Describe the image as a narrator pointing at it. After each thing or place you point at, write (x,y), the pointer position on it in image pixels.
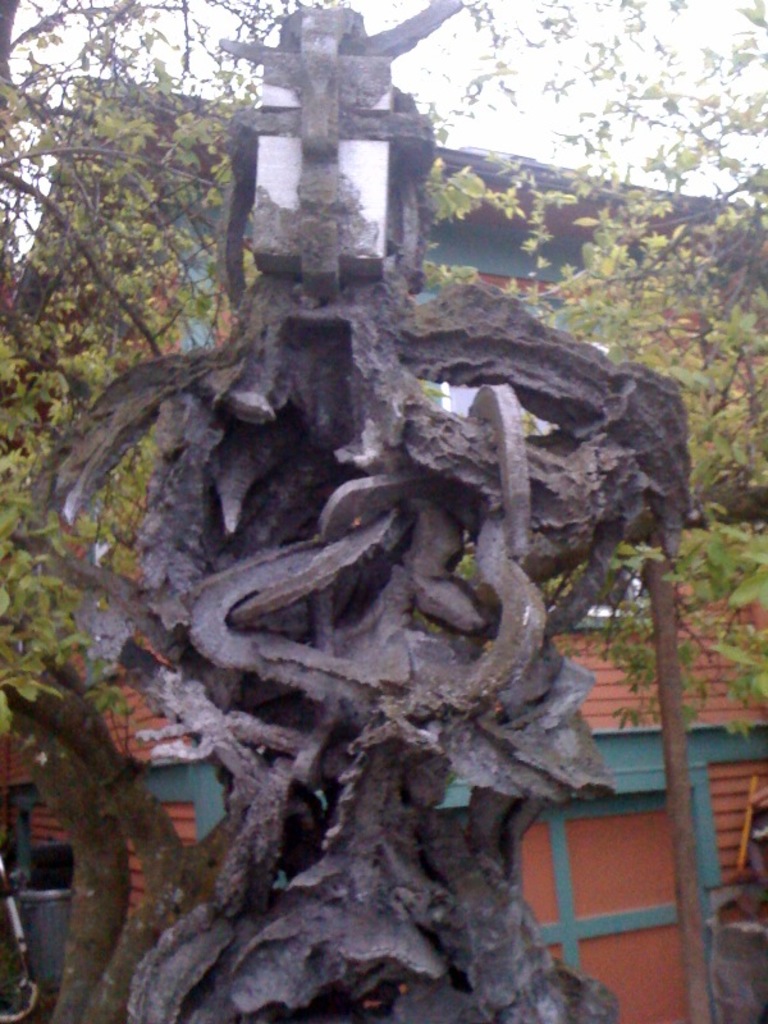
There is tree kind of thing (391,722) in front (412,693) portion of this picture and it is highlighted. Here we can see sky (529,114) and it is a sunny day. This is a tree (92,230) and there is a trash bin (54,934) behind the tree (75,916). I guess it's a house (631,891) with orange and turquoise colour and this is a roof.
